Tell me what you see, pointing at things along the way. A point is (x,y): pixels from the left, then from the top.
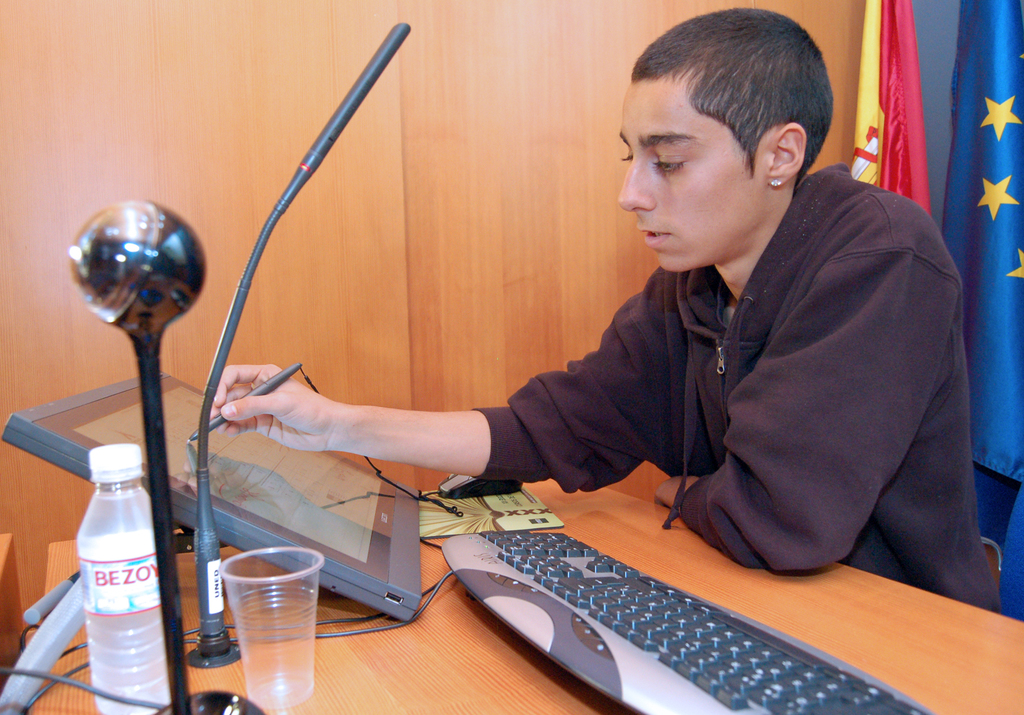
This person (833,441) sitting and holding pen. We can see screen (363,497), keyboard (534,555), mouse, book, glass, bottle (112,643), cable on the table (462,684). On the background (545,100) we can see wooden wall (527,108), flags (903,136).
